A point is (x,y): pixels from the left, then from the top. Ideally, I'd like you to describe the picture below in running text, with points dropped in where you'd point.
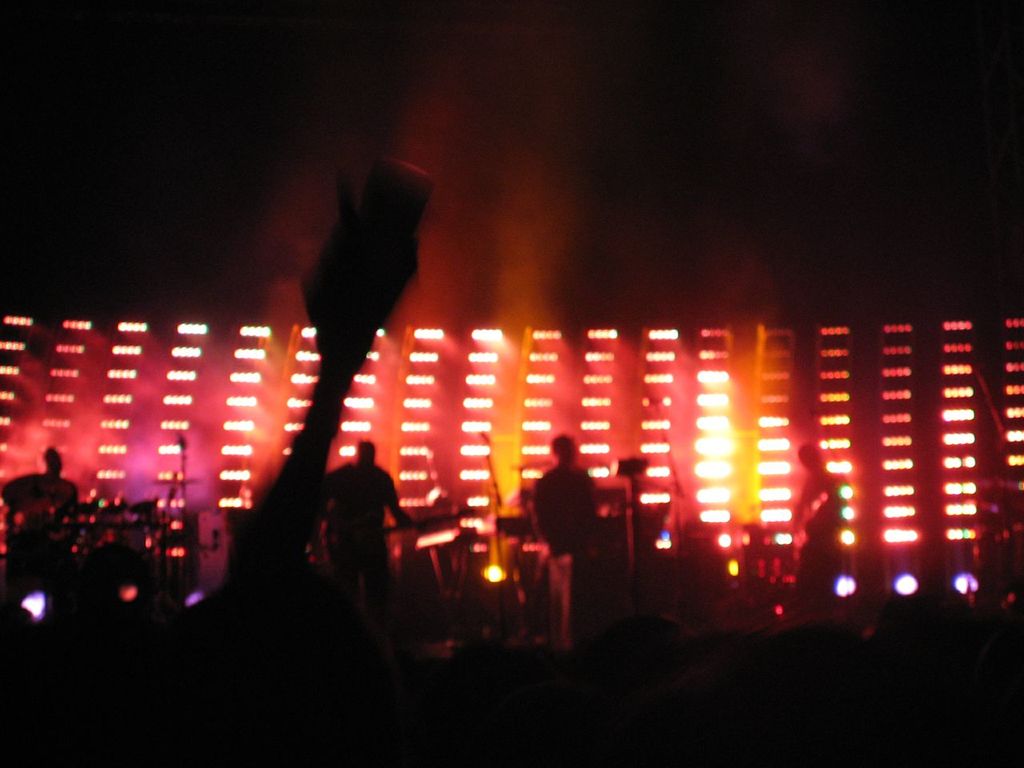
In this picture I can see some people (549,500) are standing on the stage (784,592). I can also see stage lights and other objects (122,508) on the stage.
